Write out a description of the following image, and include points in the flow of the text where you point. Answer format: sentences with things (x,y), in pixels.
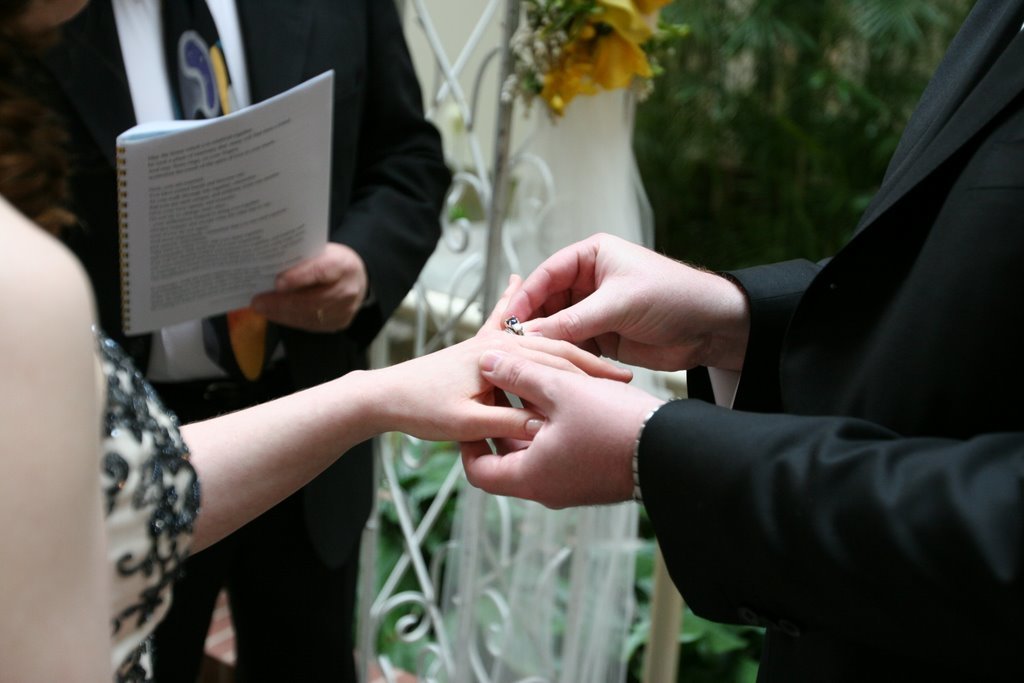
In this image, we can see a man and woman hands (463,371). Man (769,433) is holding a ring (509,323) which is on woman's finger (517,343). Background greenery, person (404,213) holding a book (316,243).
